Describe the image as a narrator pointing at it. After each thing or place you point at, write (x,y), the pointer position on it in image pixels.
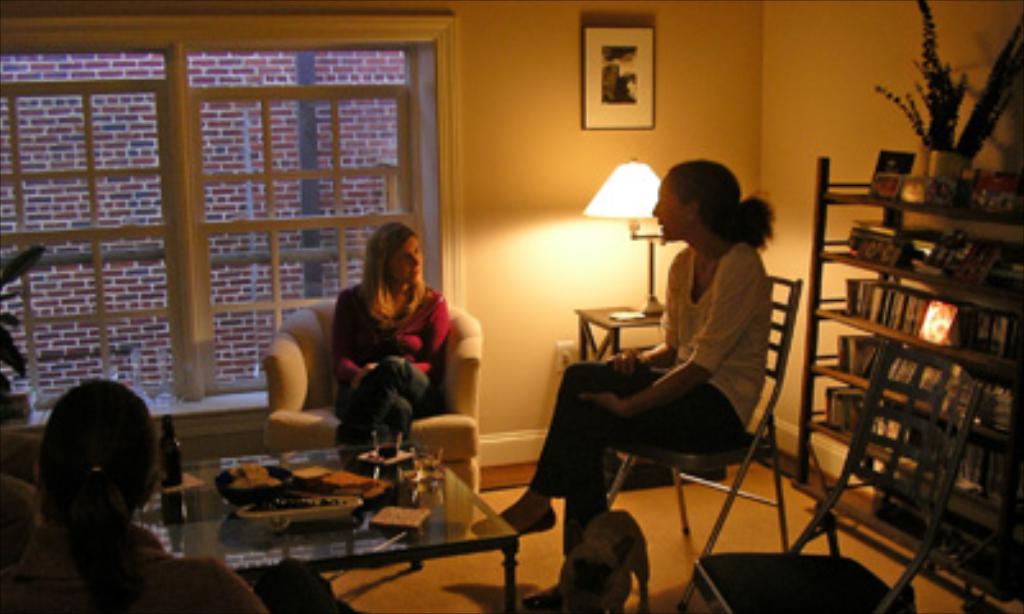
This picture is clicked inside the room (696,598). In the middle of the picture (433,297), we see women (433,368) in pink t-shirt (357,366) is sitting on sofa (457,373) and beside her, we see a girl (663,356) in white T-shirt (722,341) and black pant (563,427) is sitting on chair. Beside her, we see a table (642,319) on which lamp (654,312) is placed. On the right corner of the picture (880,238), we see many books (984,340) which are placed in the rack (877,264). On the left bottom of the picture (49,485), we see woman (159,567) wearing brown jacket (195,589) is sitting on sofa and on background (542,308), we see a wall (519,151) on which photo frame (604,83) is placed and beside that, we see a window (64,196) from which we can see a building (246,83) which is red in color.
